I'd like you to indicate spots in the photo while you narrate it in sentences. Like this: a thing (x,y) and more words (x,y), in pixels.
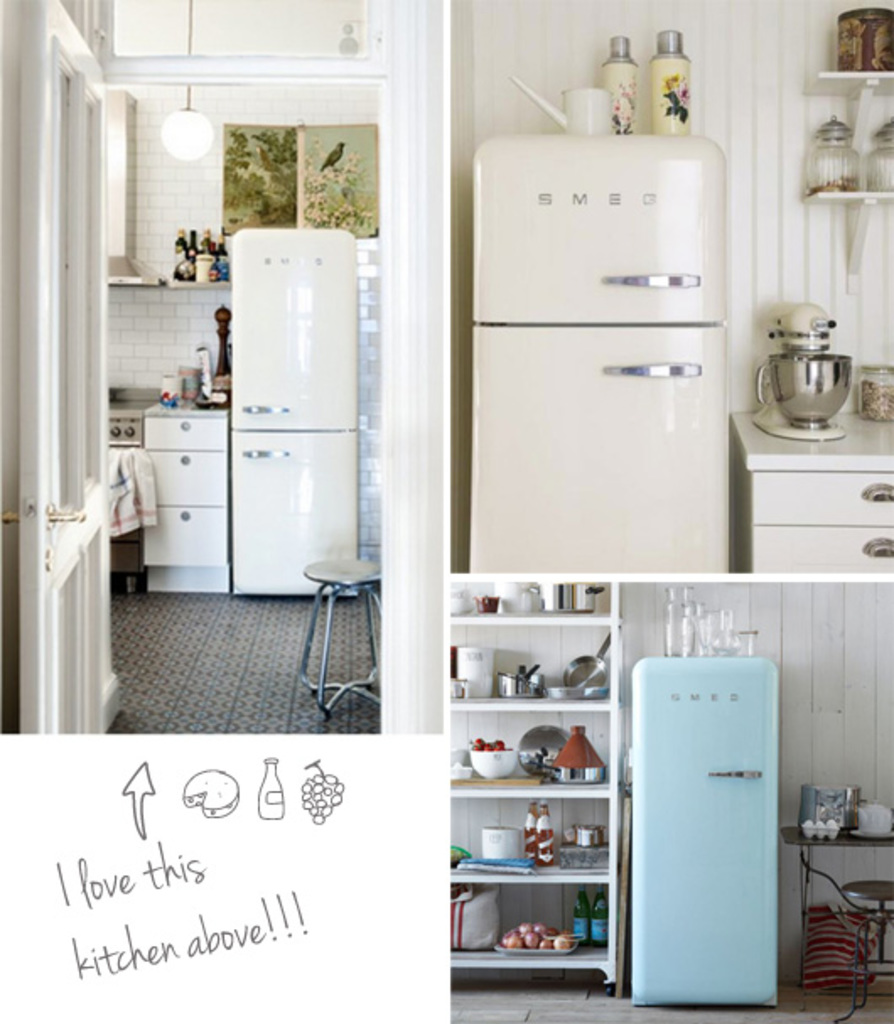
In this image I can see few refrigerators (749,832) in white and blue color. I can also see few objects (541,778) on the racks (616,719), background (319,164) I can see a frame (270,201) attached to the wall (322,90) and the wall (305,95) is in white color and I can also see two water bottles (606,73) on the refrigerator (533,197) and I can see few windows (80,388).
